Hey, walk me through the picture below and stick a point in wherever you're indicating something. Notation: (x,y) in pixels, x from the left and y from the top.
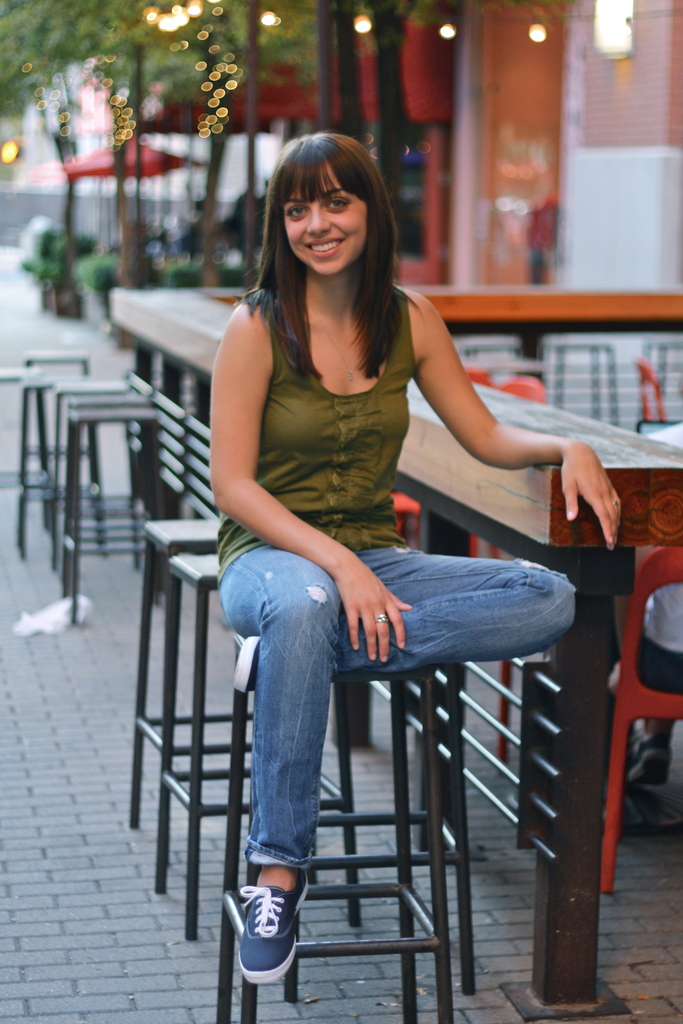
In this picture there is a girl (306,864) who is sitting on the stool (354,945) at the center of the image (323,532) and there is a long table (510,471) at the right side of the image (597,535) and there are some trees (194,56) behind the girl (613,539).
